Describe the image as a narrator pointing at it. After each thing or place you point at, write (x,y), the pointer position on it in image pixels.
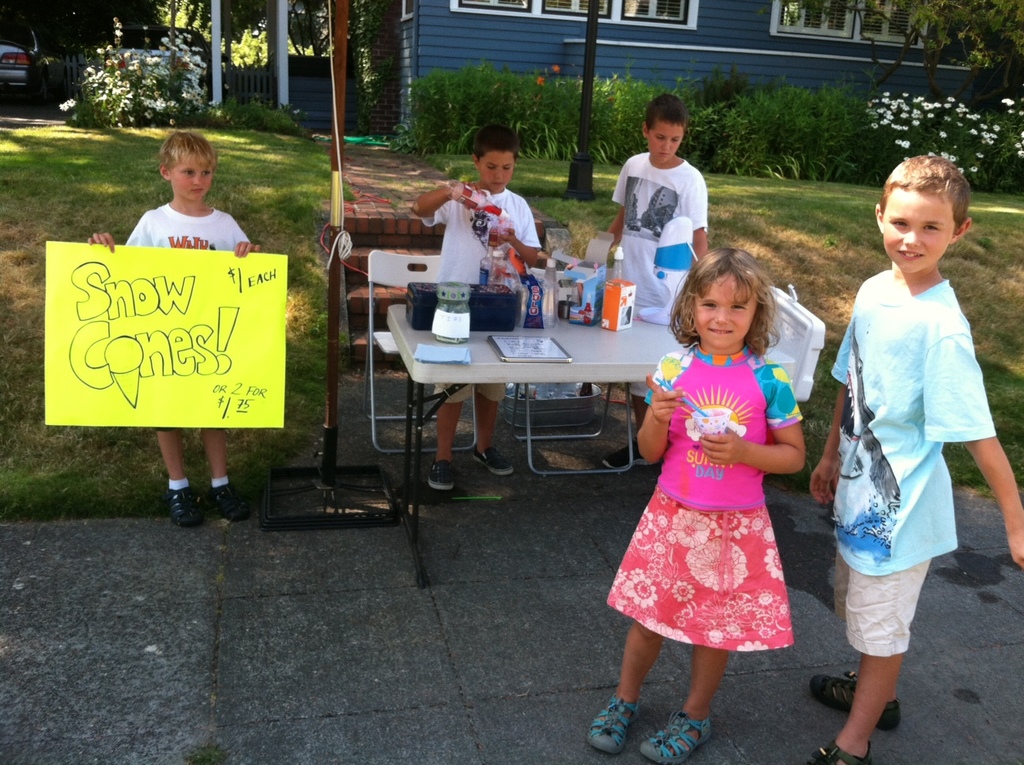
In this image we can see one house (942,67) in the background (282,77), some poles (280,62), one staircase (395,245), one road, few objects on the ground (328,179), one table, one car (0,55) on the top left side of the image (13,57), some plants (543,87) with flowers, two chairs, some objects (434,351) on the white table (397,336), few wires (344,253) attached to the pole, five children's (196,226) are standing, three children's (671,376) holding objects (247,397), one yellow color chart (165,362) with text (155,341) and numbers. There are some trees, bushes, plants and grass (324,167) on the ground (270,432).
